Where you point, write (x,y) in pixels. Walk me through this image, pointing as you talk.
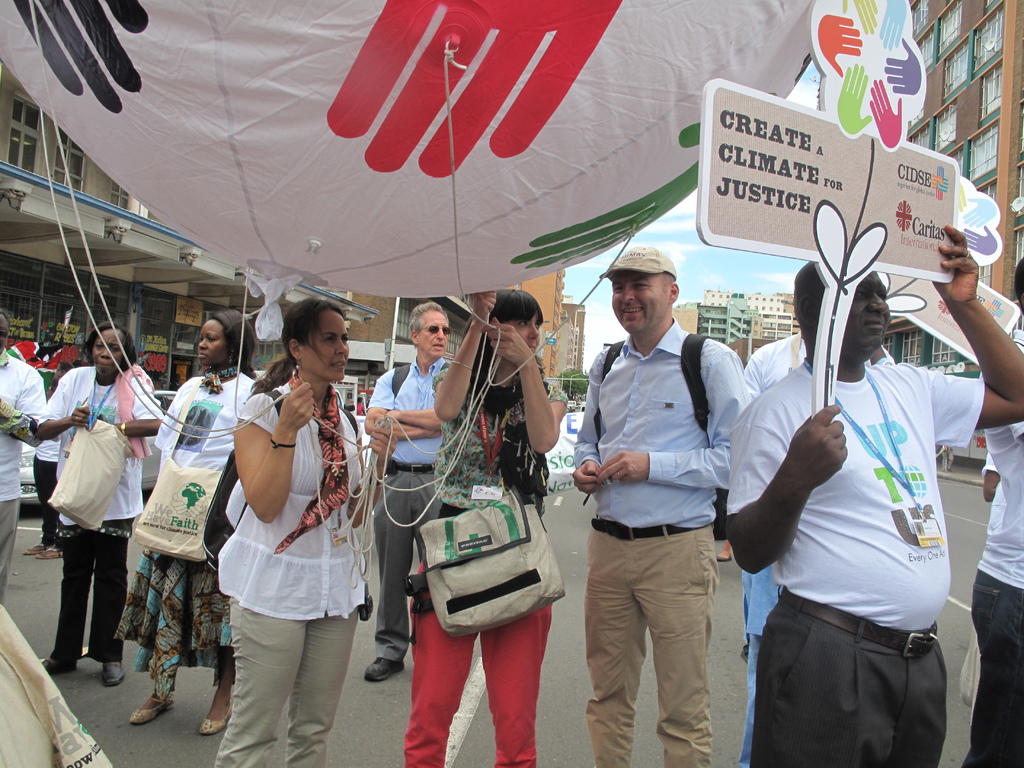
In this image we can see a group of people (395,542) standing on the road (396,689). In that we can see some people (442,649) holding a balloon (475,91) with the ropes (470,300). On the right side (910,621) we can see a person (870,599) holding a board (835,234). On the backside (559,338) we can see some buildings (354,319) with windows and the sky (682,265) which looks cloudy.
